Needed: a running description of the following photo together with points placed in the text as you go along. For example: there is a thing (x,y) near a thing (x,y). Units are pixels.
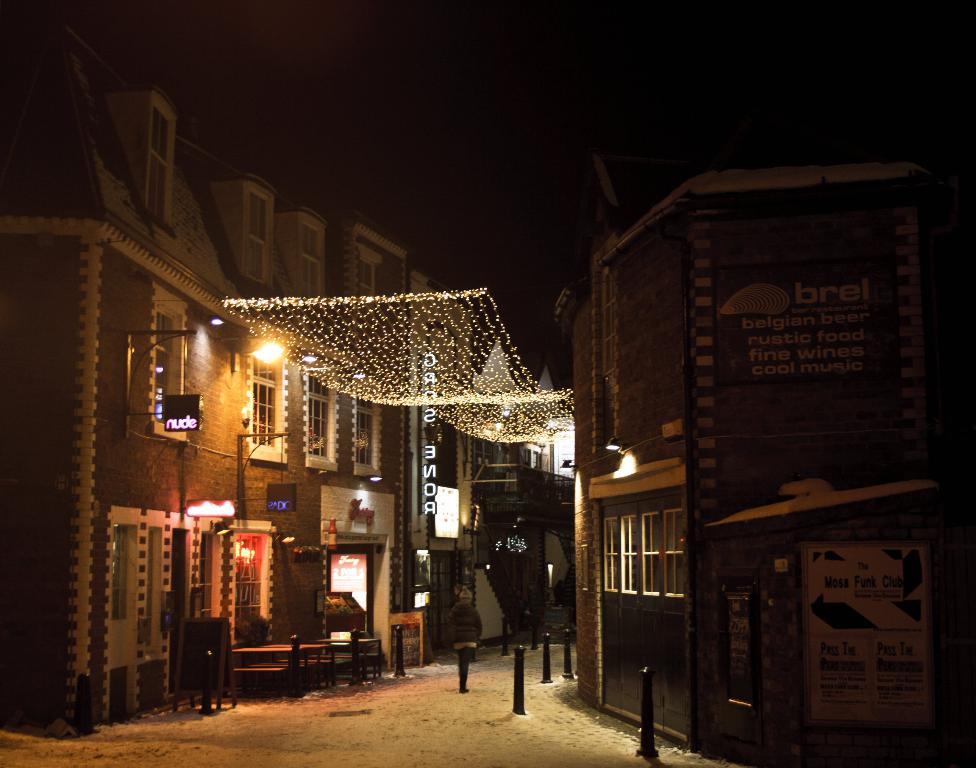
In this image we can see buildings (305,499) with glass windows (253,414), beside that we can see some written text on the board (427,482). And we can see sitting benches (296,650). And we can see some text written on the board (724,360) and tiny metal poles (520,704) on the right side (824,300). And we can see one person (473,632) is walking, we can see lights (368,351), at the top (509,119) we can see the sky (509,119).
